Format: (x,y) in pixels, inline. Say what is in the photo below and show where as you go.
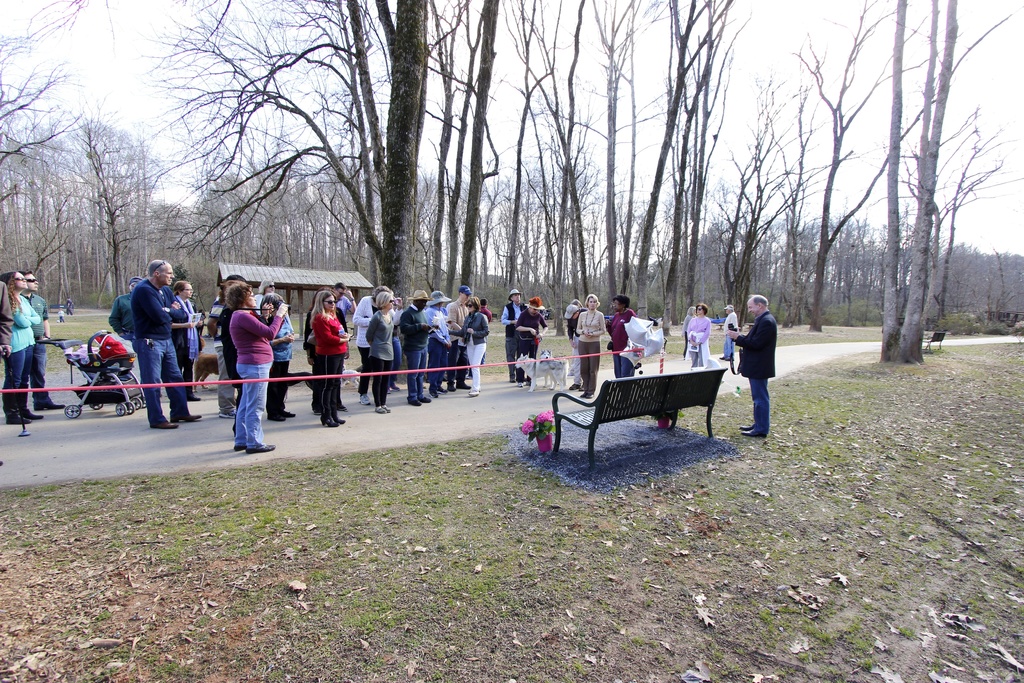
In this image we can see a group of people (396,364) standing on the road (394,421). We can also see some animals (546,359), a rope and a person (37,305) holding a trolley (111,354). On the bottom of the image (541,546) we can see some benches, grass (666,508), dried leaves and some flower pots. On the backside (310,205) we can see a group of trees (451,229) and the sky (553,147) which looks cloudy.
